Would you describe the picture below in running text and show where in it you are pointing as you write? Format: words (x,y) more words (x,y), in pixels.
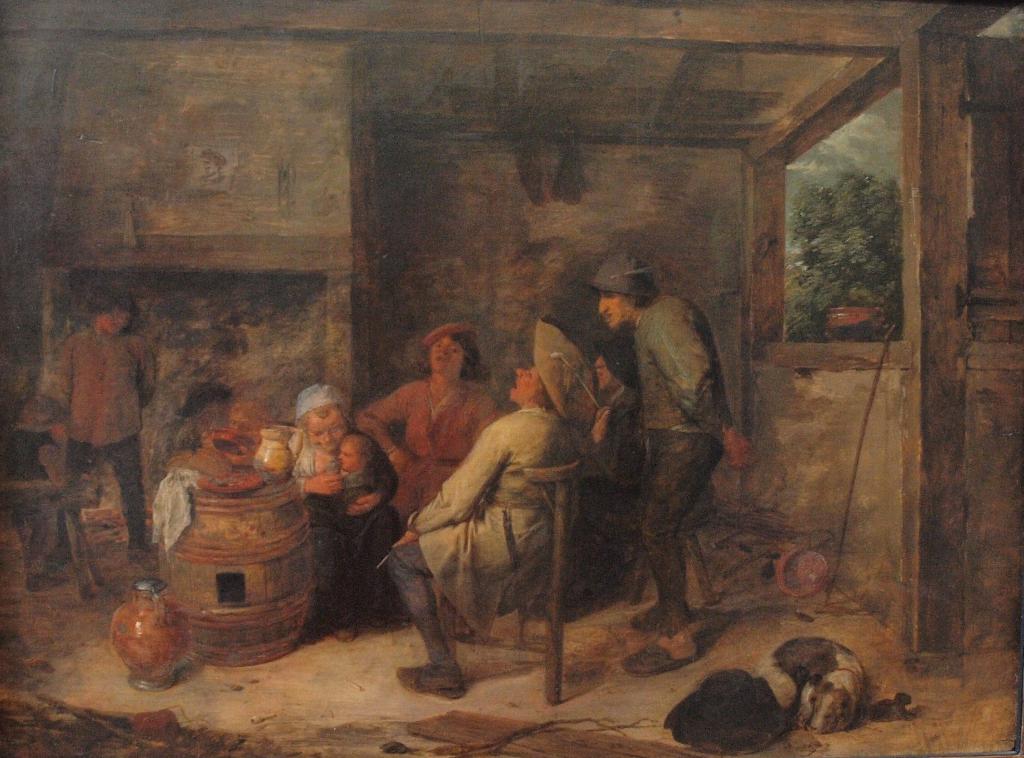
In this image we can see a painting (431,441) of a group of persons (562,442). One person (668,421) is standing on the floor (913,741) wearing cap (627,266). One person (558,436) is wearing a hat (543,356) and sitting on a chair (556,507) placed on the floor (515,682). One woman (327,457) is holding a baby (363,477) in her hand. In the foreground of the image (210,537) we can see a container (249,500) on which a jar (288,462) is placed. To the right side of the image (843,678) we can see an animal (833,696) lying on the floor (842,734). In the background (837,255), we can see window (851,249), trees (838,242) and sky (854,158).
